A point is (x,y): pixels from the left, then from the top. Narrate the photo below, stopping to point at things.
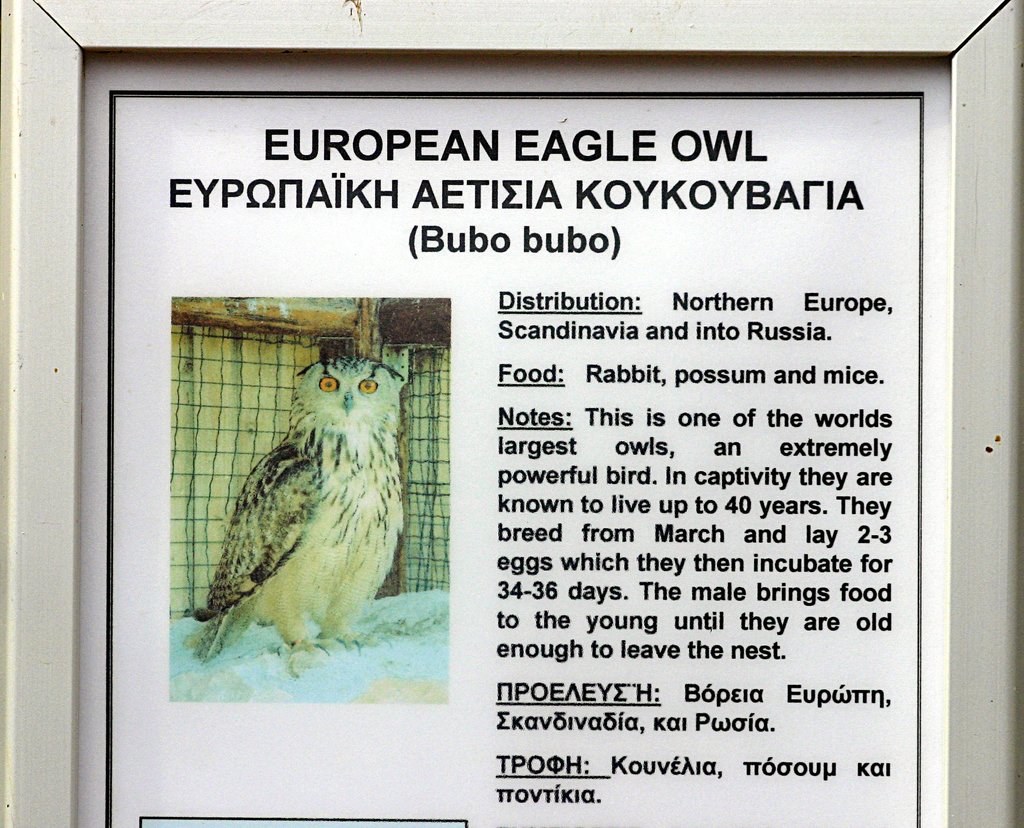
This is the picture of the photo frame (209,450). In this picture, we see an owl (332,494). Beside that, we see some text (584,566) written in black color. In the background (544,681), it is white in color.
